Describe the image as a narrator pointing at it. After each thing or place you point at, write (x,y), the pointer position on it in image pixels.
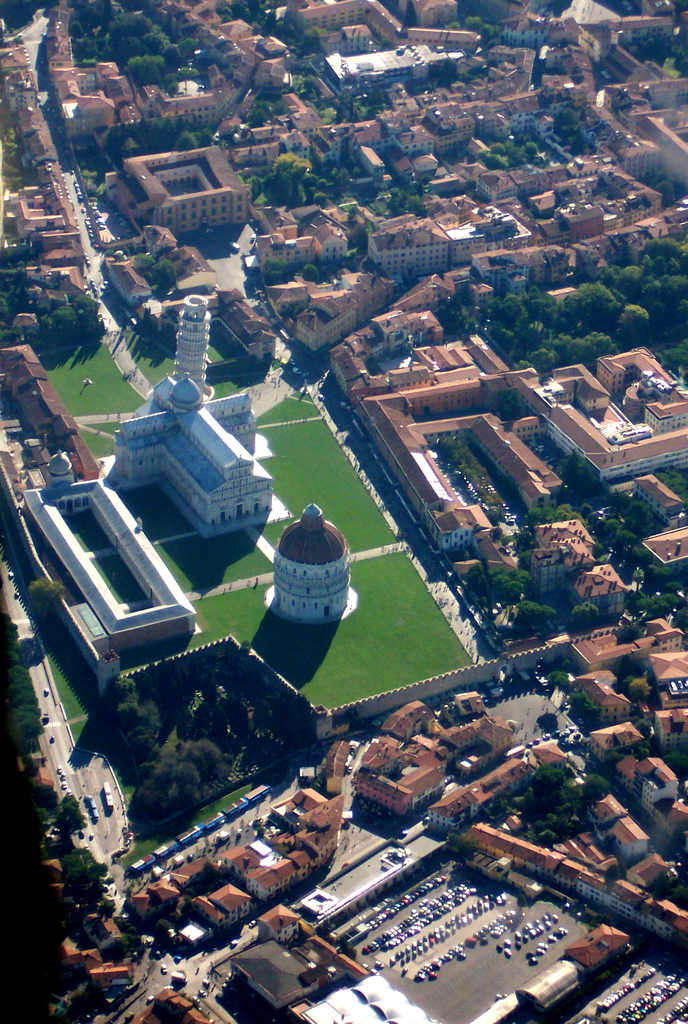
It is the aerial view of a city (508,566), it has many buildings (423,114) and houses (423,375), roads (343,848), garden (379,683) and a lot of trees (168,667).
